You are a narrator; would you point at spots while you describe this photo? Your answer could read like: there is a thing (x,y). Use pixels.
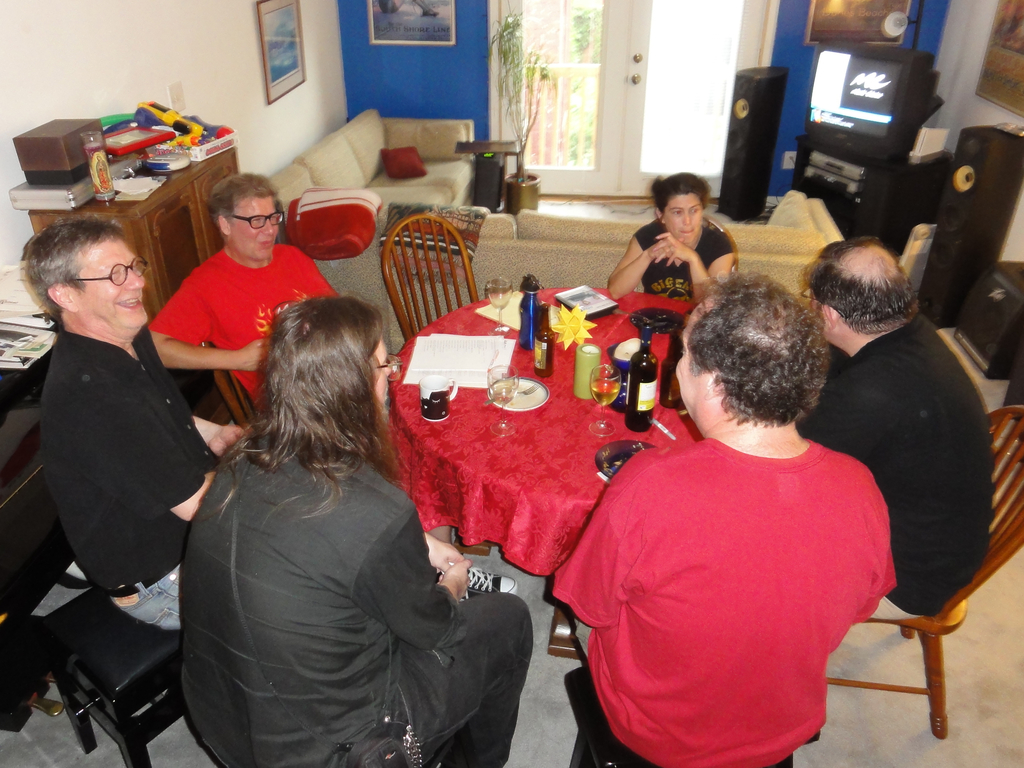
There are six members (745,567) sitting in the chairs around a table (555,439) on which a plate (519,402) papers (450,370), glasses (508,394) and some bottles (633,383) were placed. In the background (389,174), there is a sofa (375,166), doors (584,34) and a wall (409,64) here. We can observe a television (857,97) too.
